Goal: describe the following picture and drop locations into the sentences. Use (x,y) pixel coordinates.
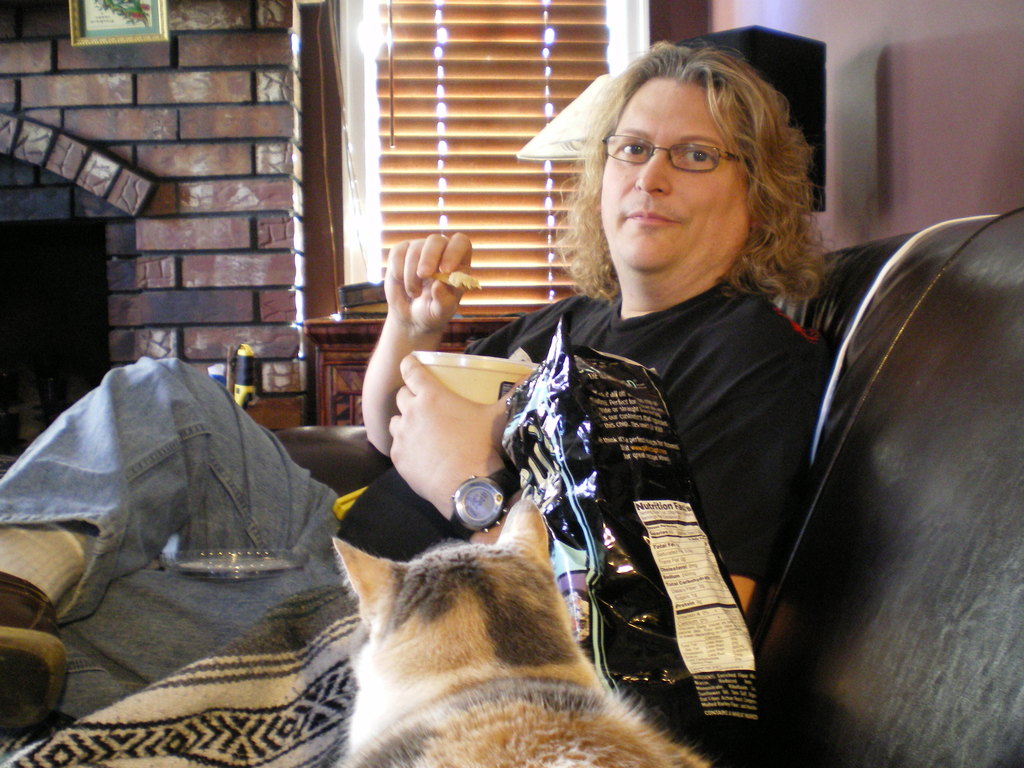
In this image there is a man (674,389) sitting in the couch (852,446) and eating the food (446,280) in the bowl (435,369), there is a cat (554,767) beside him and in the background (142,27) there is a fire place (121,157), frame (151,39) to the wall (176,73), table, window (531,215), speaker (747,44).
